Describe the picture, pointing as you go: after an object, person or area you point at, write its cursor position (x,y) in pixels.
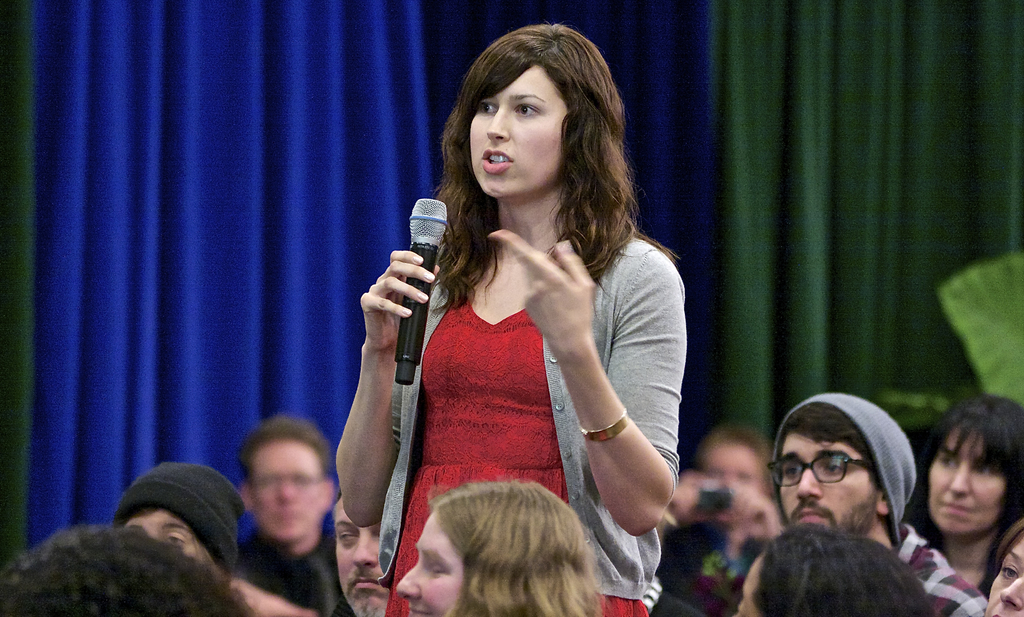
In this image there are group of people (618,502). In front (511,374) there is a woman (566,291) standing. The woman (404,420) is holding a mic (430,262). At the background (284,128) there is a curtain (293,113).
